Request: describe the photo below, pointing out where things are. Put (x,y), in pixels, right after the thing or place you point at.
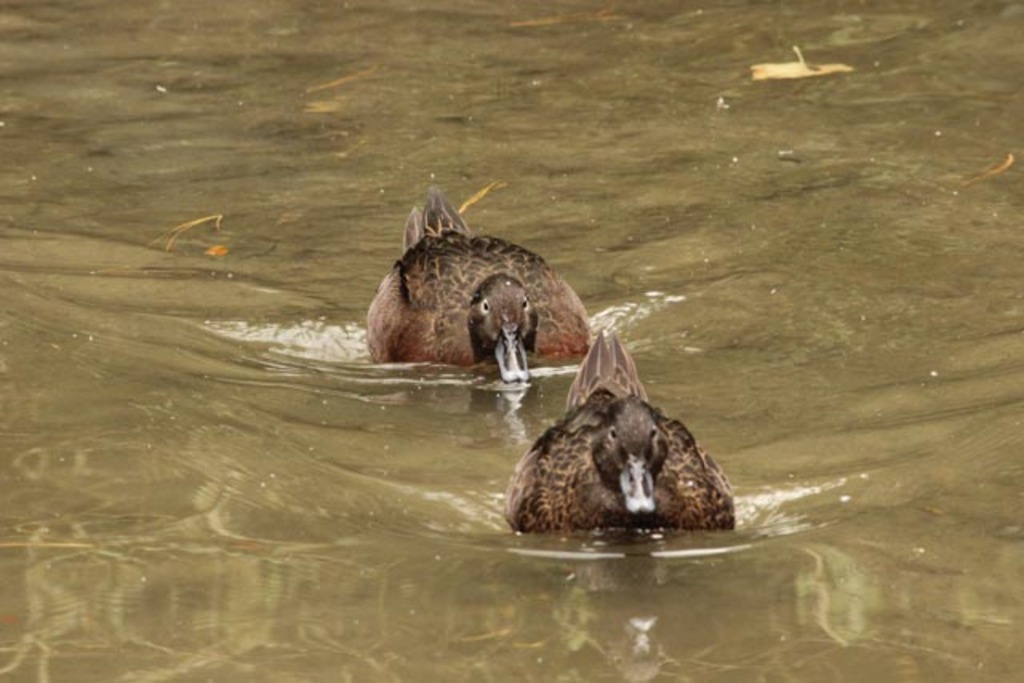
In this picture we can see couple of ducks (569,345) on the water (670,361).
